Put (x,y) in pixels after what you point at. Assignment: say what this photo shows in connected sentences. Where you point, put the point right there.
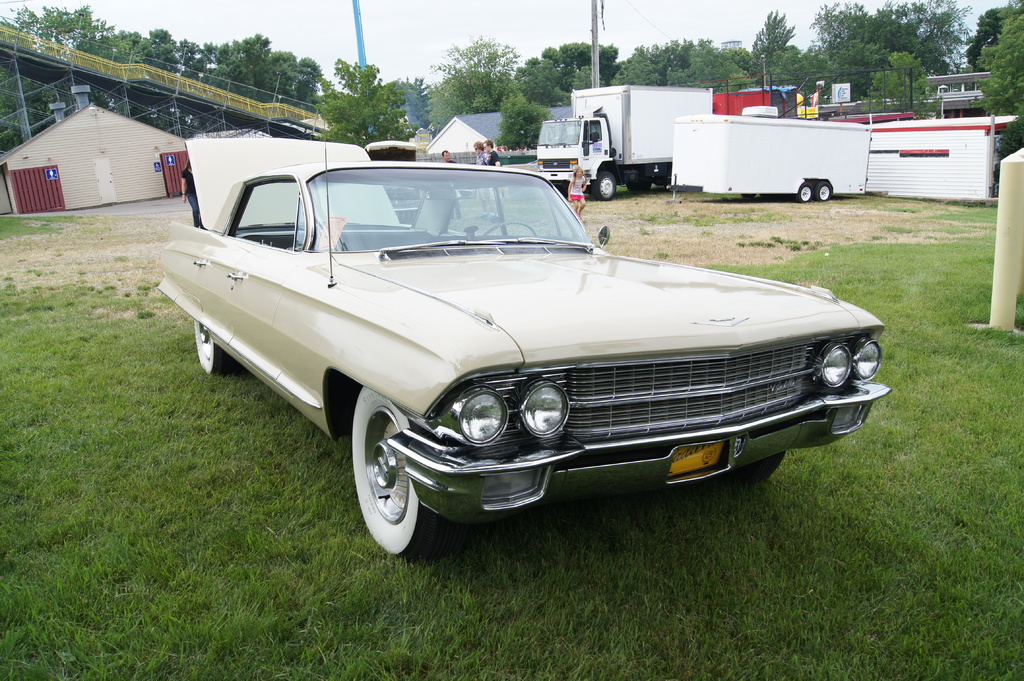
In the image there are few vehicles (716,382) on the land (122,395) and behind the vehicles (208,230) there are two compartments (88,137), there are a lot of trees (858,53) around the area and behind the car (327,192) there are few people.
